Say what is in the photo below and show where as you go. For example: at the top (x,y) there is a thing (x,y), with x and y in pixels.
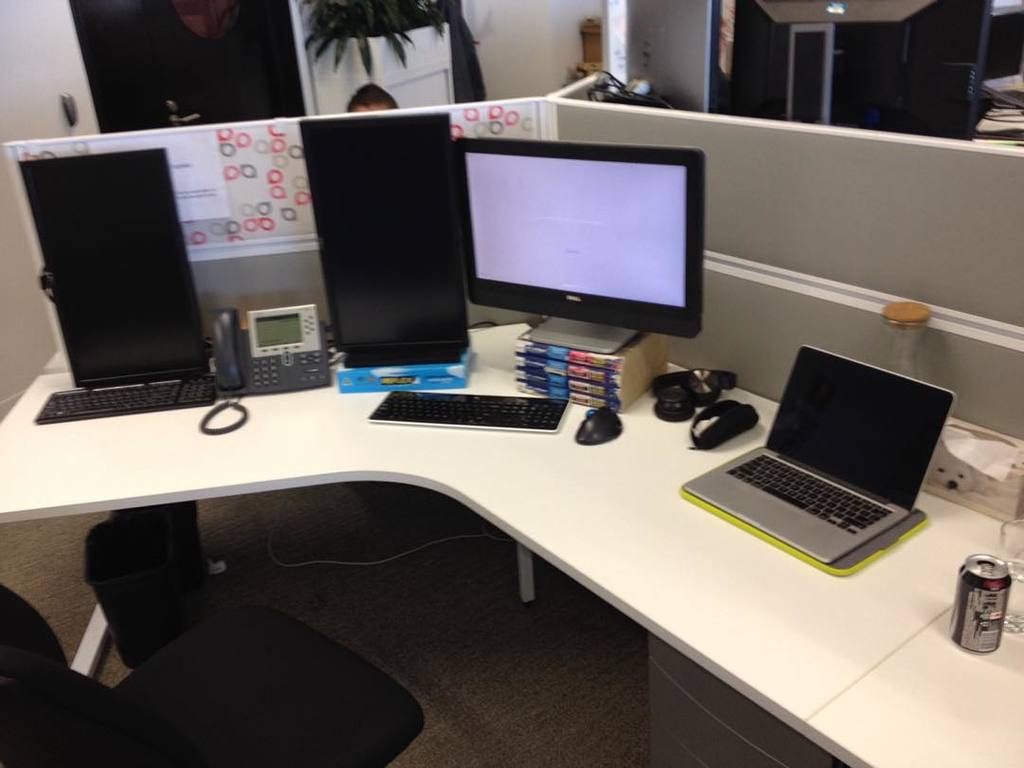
In this picture there is a computer (324,202) and laptop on the white color desk table (56,479). In the front (269,690) there is a black chair (234,742). Behind we can see white wall (547,47) and computers (970,43) on the desk (749,554).
